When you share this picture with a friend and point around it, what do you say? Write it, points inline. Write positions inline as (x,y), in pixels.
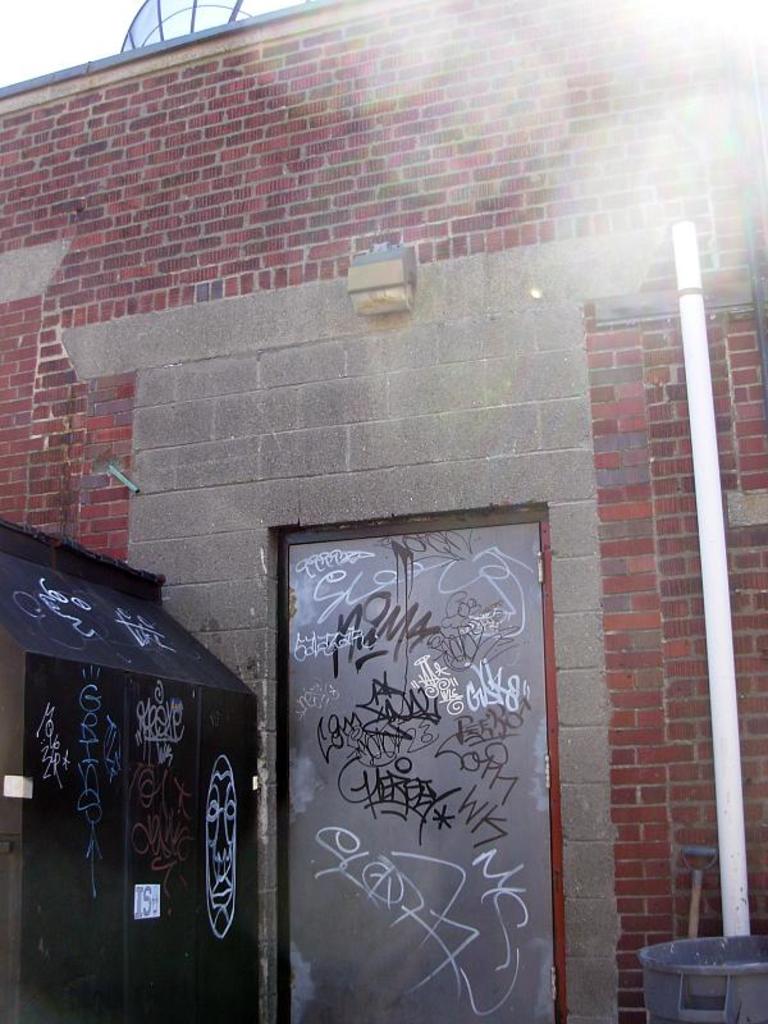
In this picture we can see a wall (315,500) to which we can see the door (421,797), side we can see a box (76,812) which is black in color.
